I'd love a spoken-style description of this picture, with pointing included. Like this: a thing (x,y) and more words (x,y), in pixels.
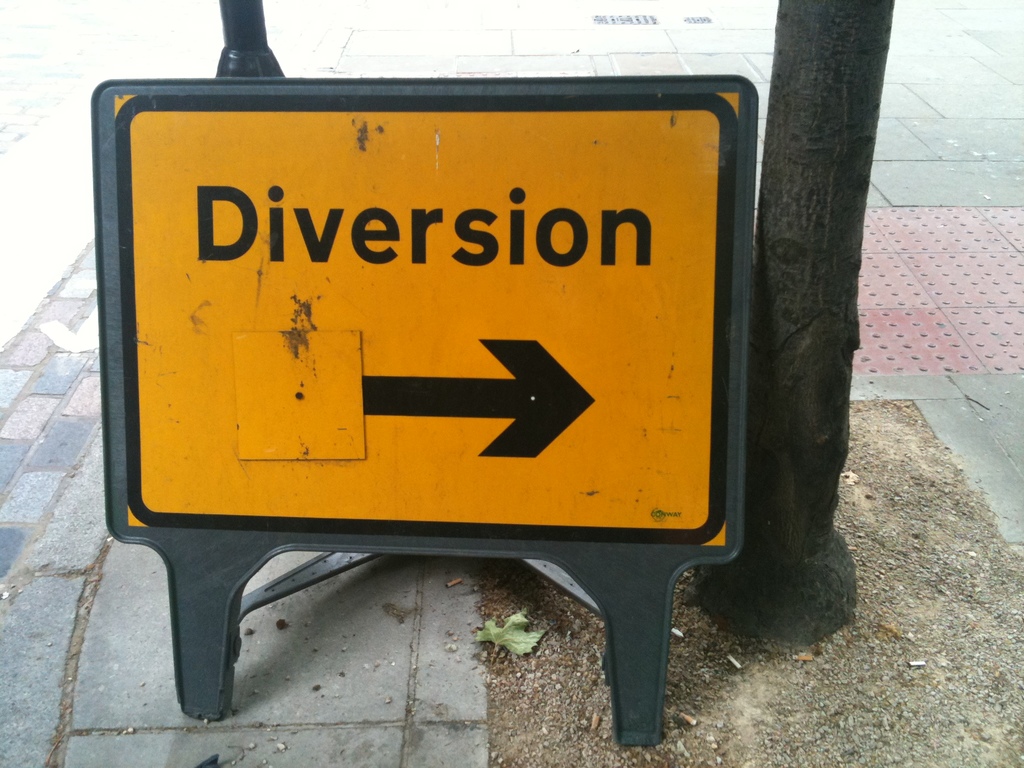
In this image we can see a sign board (341,423) on the floor (449,736).
